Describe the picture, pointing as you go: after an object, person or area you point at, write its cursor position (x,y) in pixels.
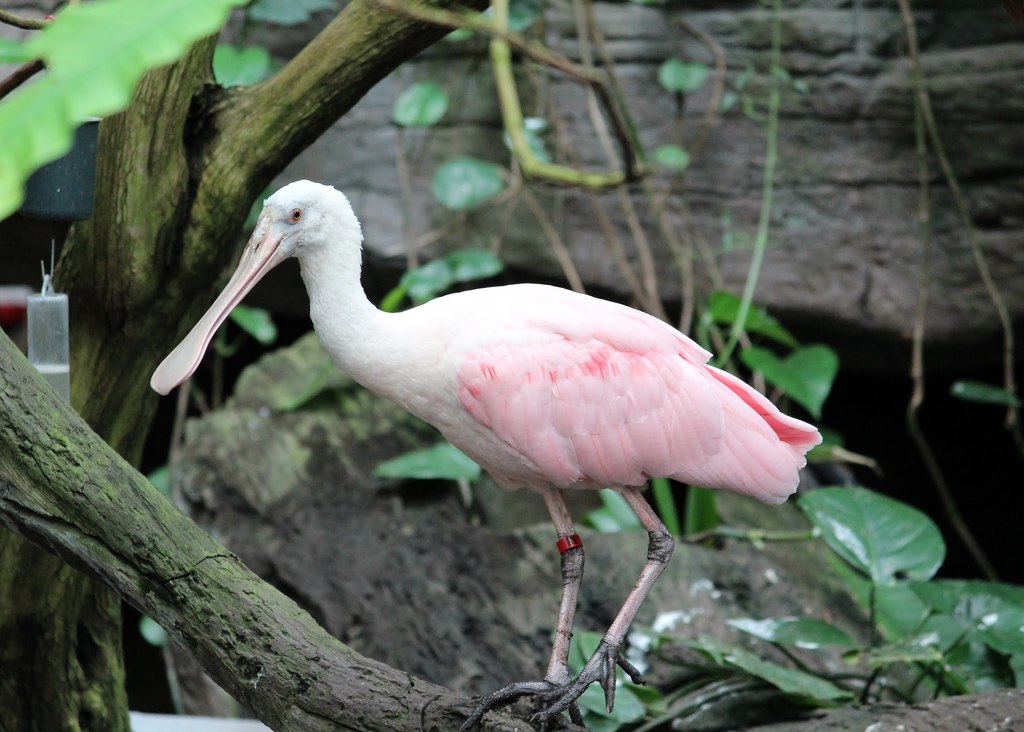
In this image, in the middle (459,324), we can see a bird (592,377) standing on the wooden trunk (434,725). On the right side (820,358), we can see some plants (905,611) with green leaves (905,543). On the left side (49,298), we can also see a bottle (66,310), leaves (163,23). In the background (728,205), we can see some rocks (876,166).
